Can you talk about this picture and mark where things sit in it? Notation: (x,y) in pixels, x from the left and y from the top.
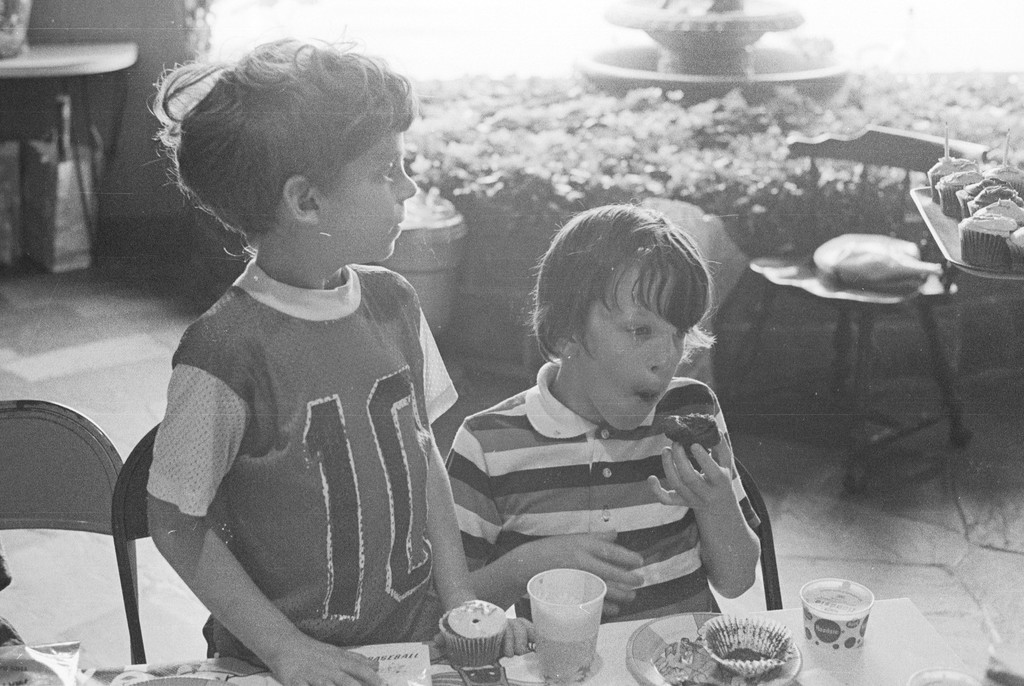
As we can see in the image, there are plants (788,168), tables (880,680) and chairs (138,469) and two people (624,395) over here. On table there are plates (675,682) and glasses (546,624).
